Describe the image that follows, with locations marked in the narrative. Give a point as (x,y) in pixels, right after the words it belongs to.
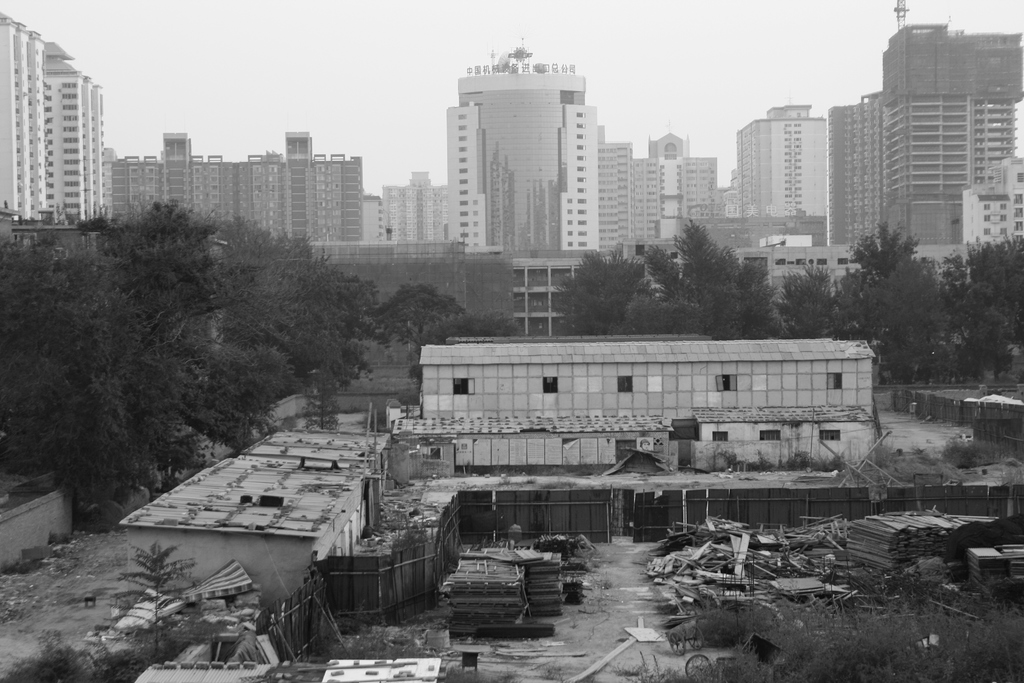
In this image I can see the trees (643,311). In the background (477,172), I can see the buildings (624,153) and the sky (234,66).
